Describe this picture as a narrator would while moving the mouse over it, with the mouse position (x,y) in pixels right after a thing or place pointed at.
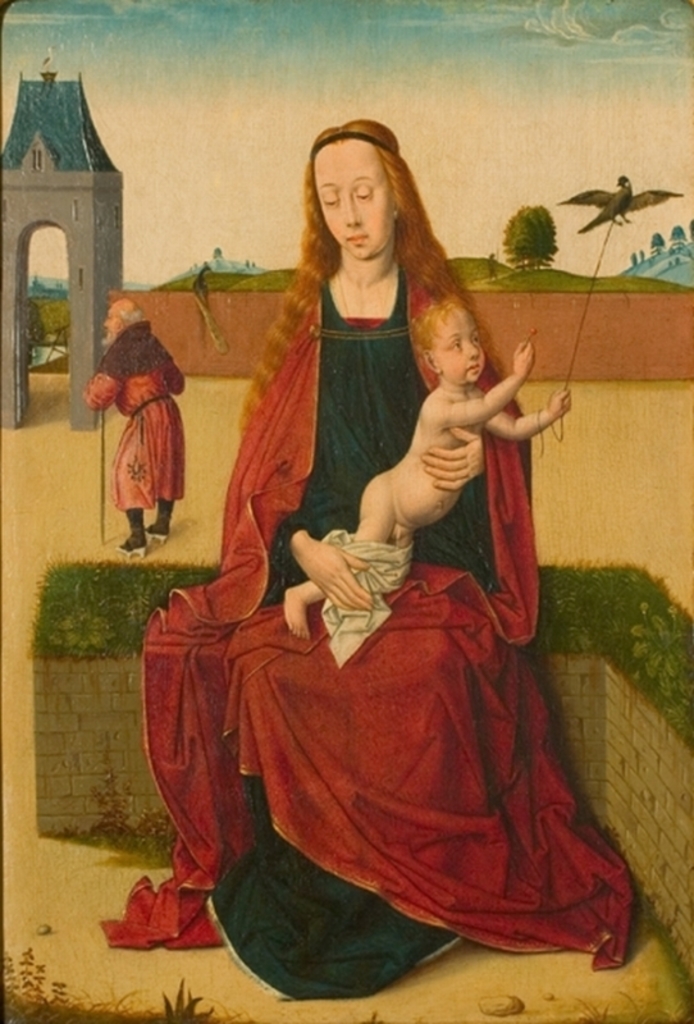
The picture is a painting. In this picture there is a woman (335,360) holding a boy (415,475). The boy (428,428) is holding a bird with thread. On the left (156,464) there is a person (142,417) walking. In the background (51,287) there are trees (527,266), hills (465,266) and in the center of the picture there is a wall (657,316) and arch (46,215).
